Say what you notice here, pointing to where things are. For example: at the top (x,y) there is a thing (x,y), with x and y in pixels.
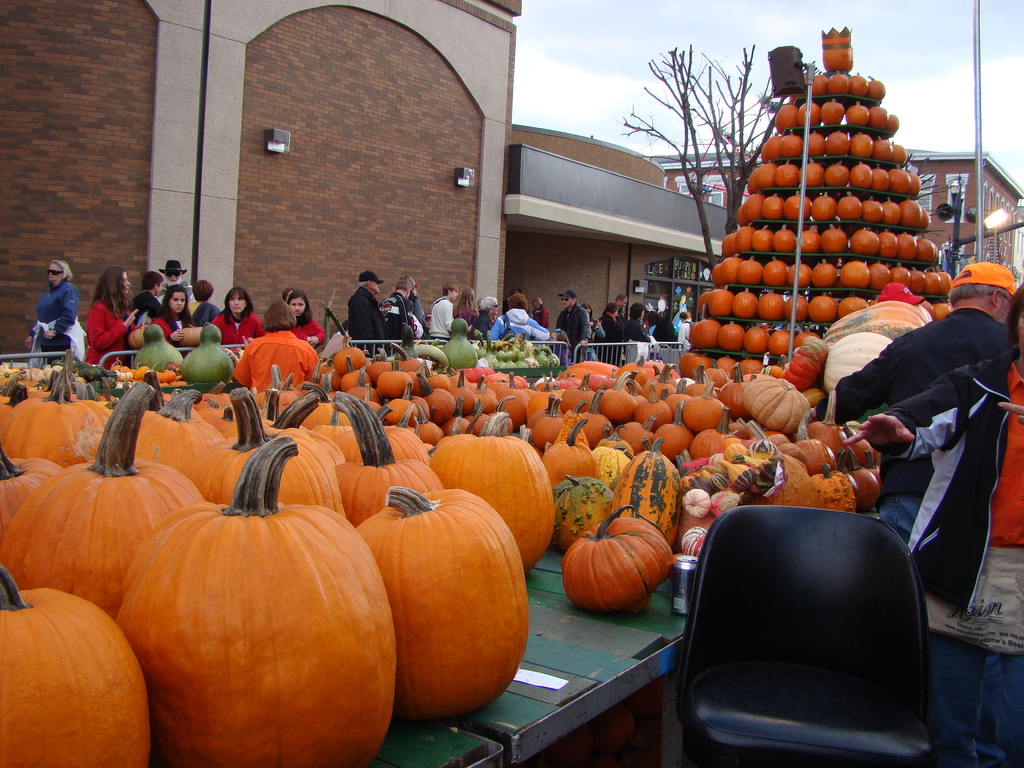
In this picture we can see pumpkins (571,555), chair (720,692), wall (295,210), buildings (607,182) with windows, poles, tree (703,233) and a group of people (665,327) and in the background (765,43) we can see the sky (919,119) with clouds (933,114).
